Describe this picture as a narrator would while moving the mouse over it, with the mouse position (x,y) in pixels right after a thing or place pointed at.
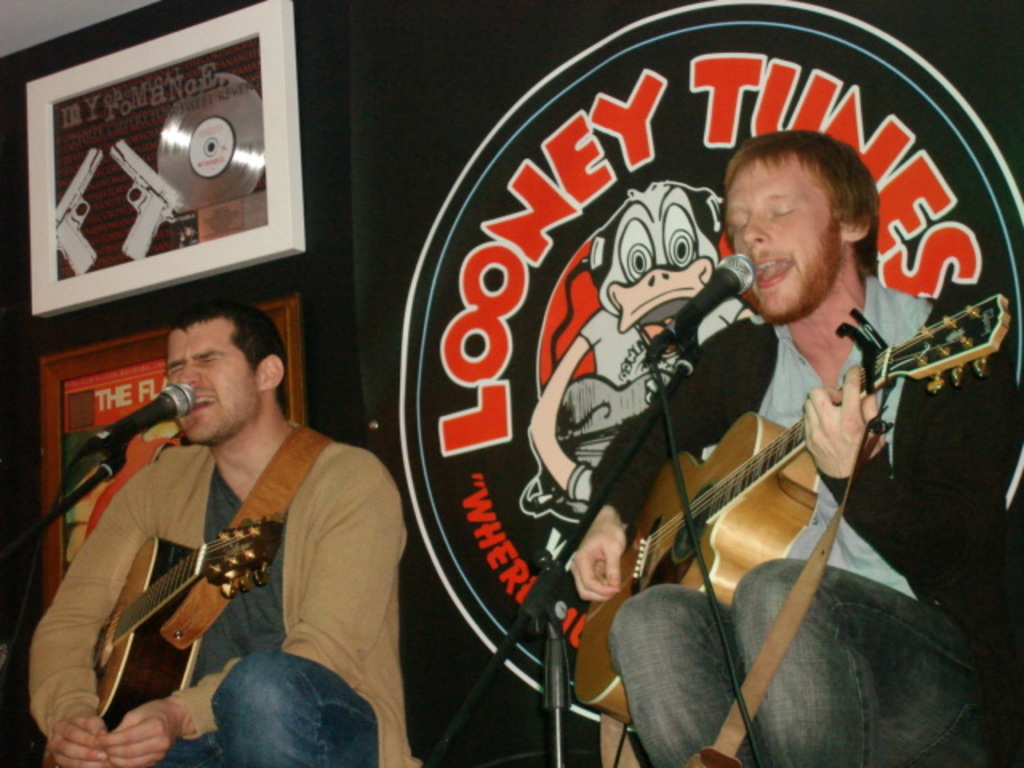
In the image we can see there are two people (69,618) who are sitting and they are holding guitar (795,429) in their hand (826,414) and in front of them there is a mike (137,421) and the background (638,136) there is banner (498,303) on which its written "LOONEY TUNES".
